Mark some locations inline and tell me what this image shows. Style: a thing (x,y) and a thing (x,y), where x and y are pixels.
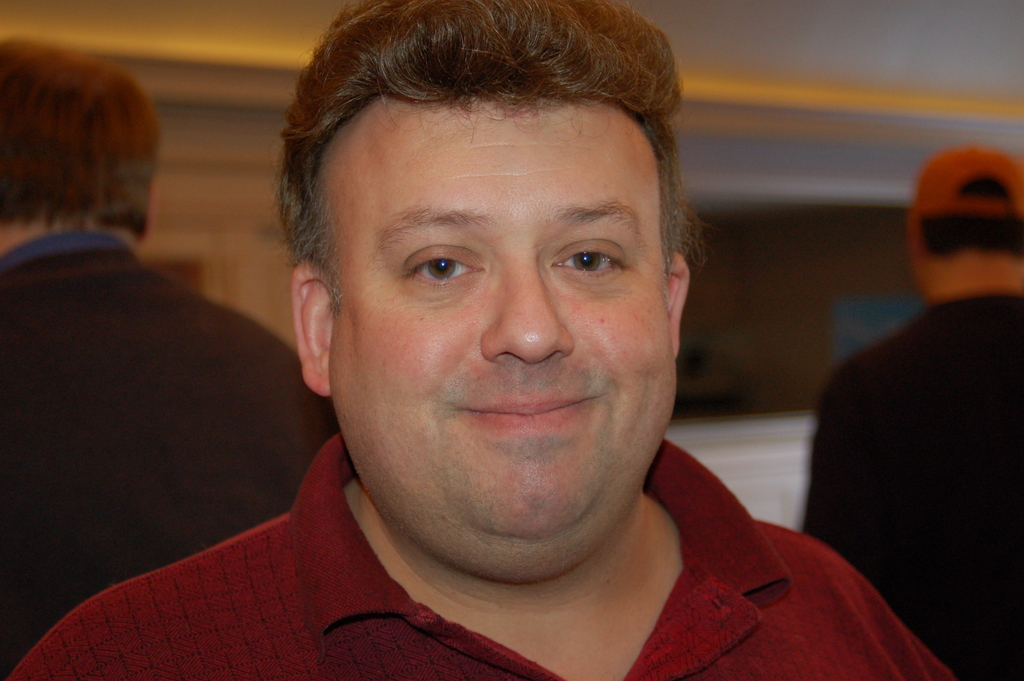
In this image, we can see people (663,281) and one of them is wearing a cap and there is a wall (797,103).
